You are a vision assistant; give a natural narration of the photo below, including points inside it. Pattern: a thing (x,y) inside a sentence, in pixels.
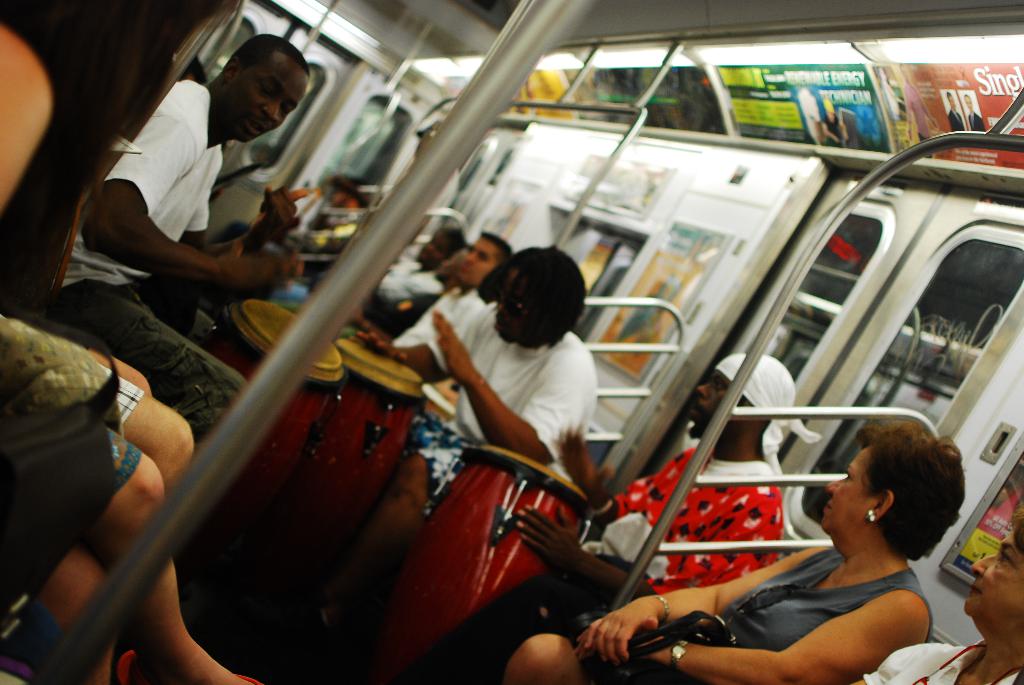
In this image I can see group of people (512,358) sitting. In front (496,358) the person (550,305) is sitting and playing few musical instruments (389,431) and the person (550,392) is wearing white color shirt (567,390) and I can see the inner part of the vehicle (308,137) and I can also see few rods (368,234) and windows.
